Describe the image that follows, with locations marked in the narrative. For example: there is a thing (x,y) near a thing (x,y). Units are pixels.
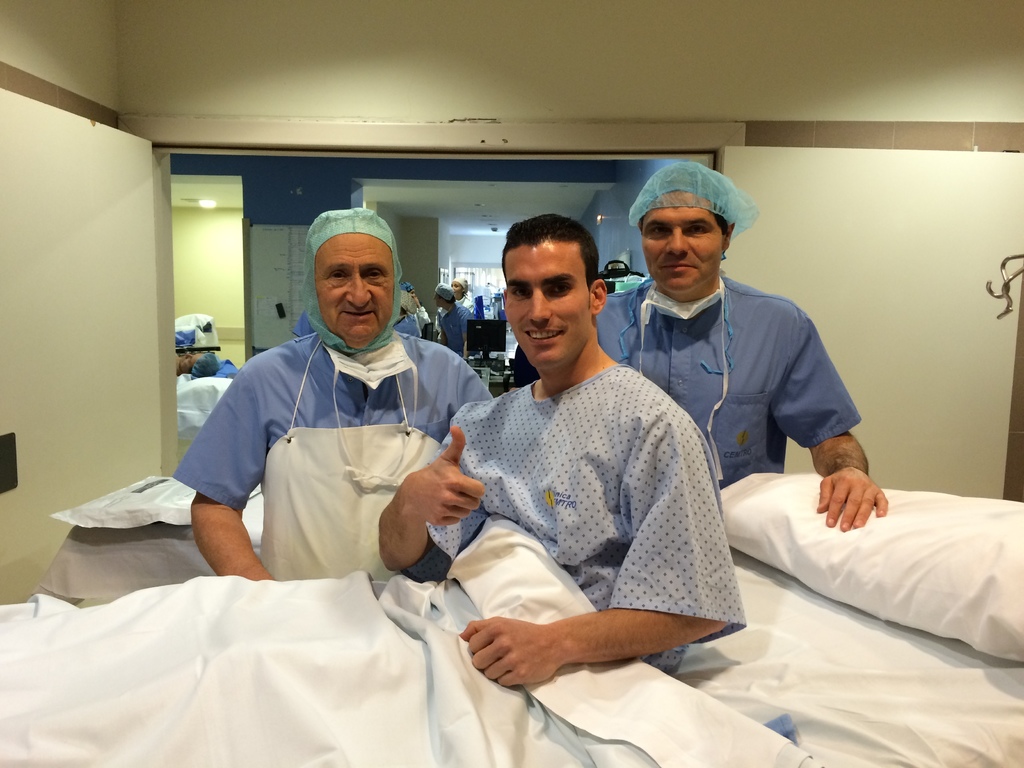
In this image there are group of persons (426,347) standing, there is a man (525,456) sitting on a bed (767,581), there is a pillow (821,553), there is a blanket (139,648), there is a man (196,365) lying on the bed (190,418), there is a monitor (494,334), there is an object (1007,282) towards the right of the image (994,282), there is a wall (404,114) towards the top of the image (225,62), there is a light (203,202), there is a roof (510,212).
